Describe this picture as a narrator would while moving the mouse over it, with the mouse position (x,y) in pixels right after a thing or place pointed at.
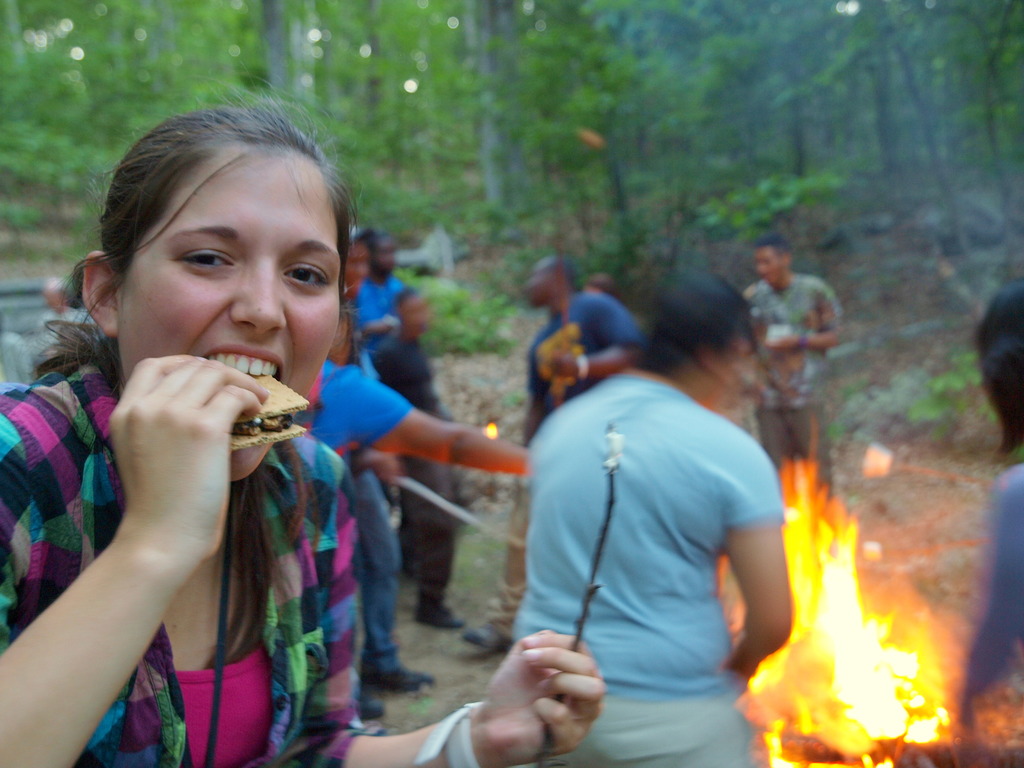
This picture describes about group of people (419,413), on the left side of the image (289,305) we can see a woman (253,388), she is eating, in the background (883,688) we can see fire (849,674) and few trees (618,146).
